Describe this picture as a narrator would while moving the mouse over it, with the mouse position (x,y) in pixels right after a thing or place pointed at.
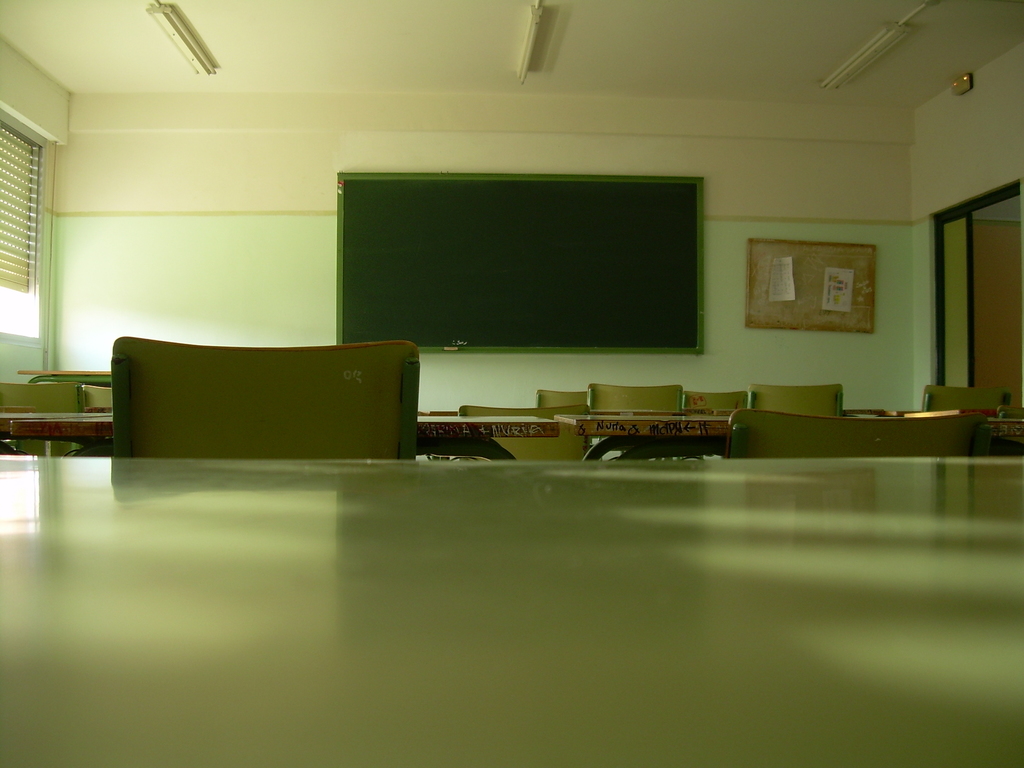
Here we can see tables (553,570), chairs (976,444), boards (840,328), and posters (838,297). In the background (450,376) we can see a wall (170,338).
